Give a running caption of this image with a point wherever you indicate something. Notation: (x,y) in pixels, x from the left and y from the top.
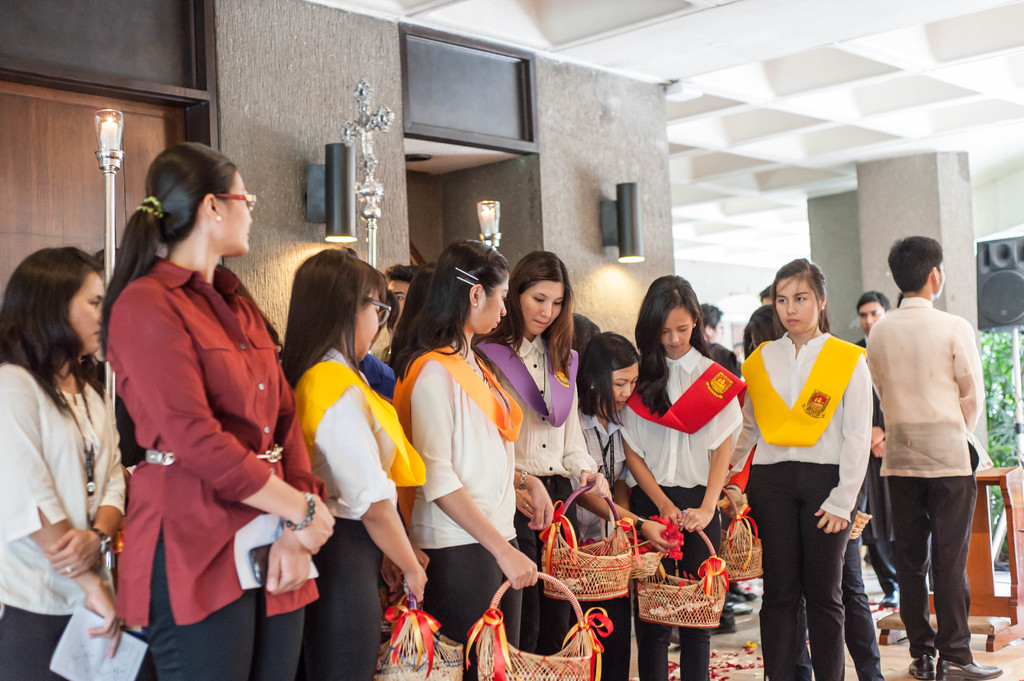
There are many people (532,351). Some are holding baskets (490,643) with ribbons (544,535). In the back (450,163) there is a building (313,125). Also there are candles (110,149) with stands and there is a cross (368,178). On the wall (586,212) there are lights (335,195). On the right side (991,261) there is a speaker (991,276) and pillars (857,225).
